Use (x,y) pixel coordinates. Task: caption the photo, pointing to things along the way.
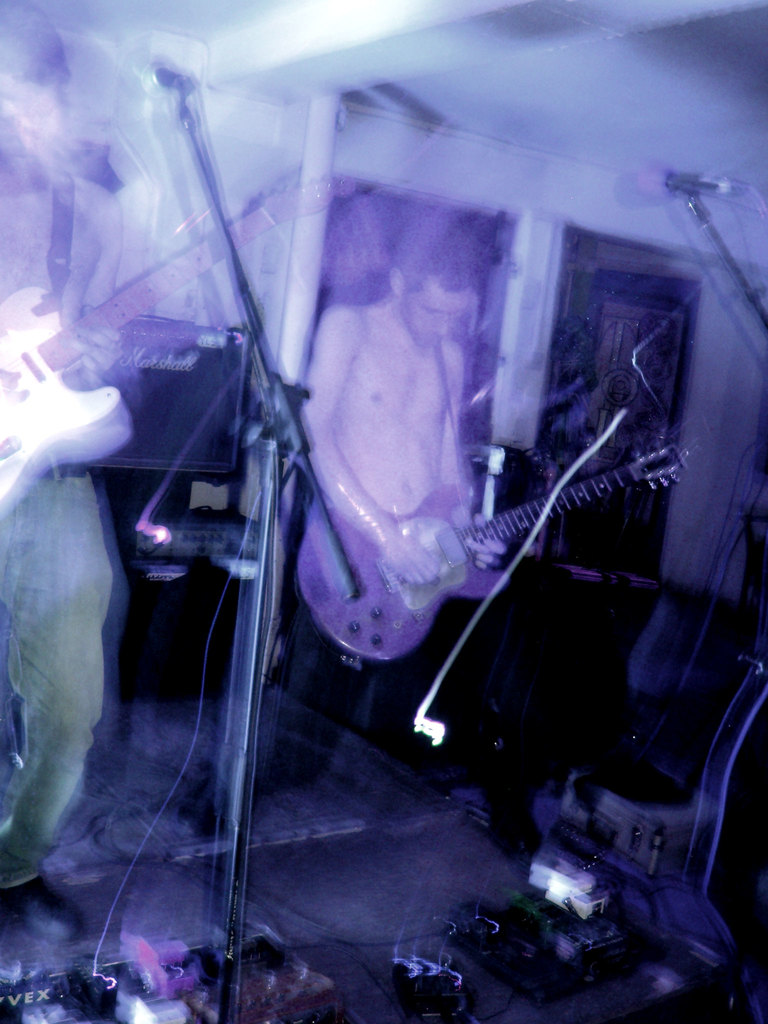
In this picture, there are two men (363,337) playing guitars (405,619). Before them, there are mikes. At the bottom (266,995), there are devices (416,978). In the background (520,160), there is a wall (560,237) with a door (635,274) and window (339,223). The picture is little blurred.
